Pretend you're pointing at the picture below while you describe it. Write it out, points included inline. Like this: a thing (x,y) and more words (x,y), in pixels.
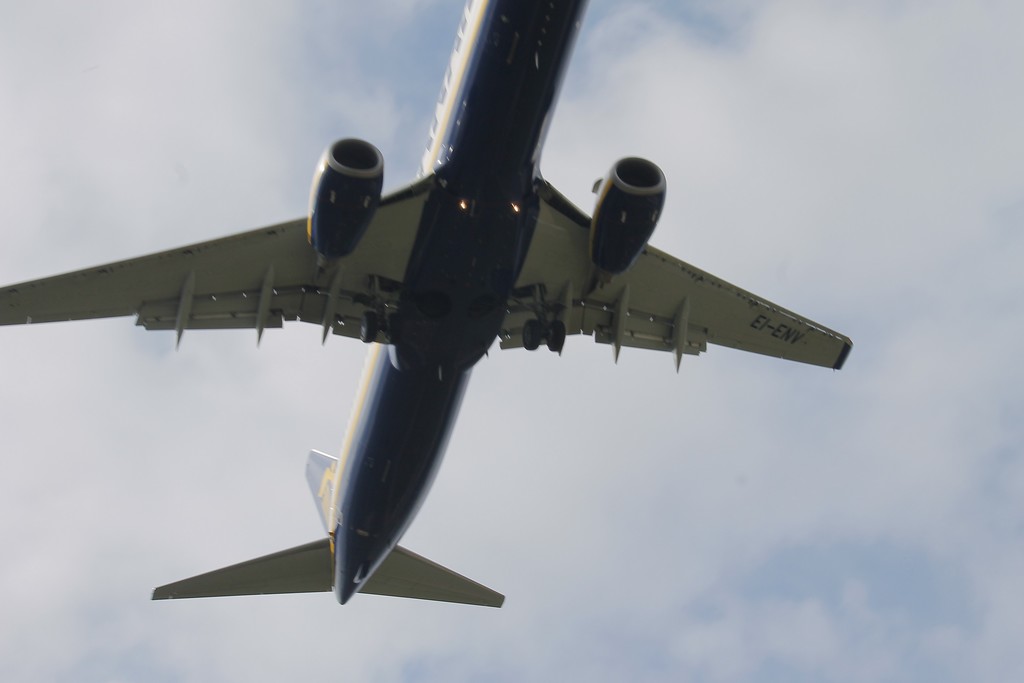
In the center of the image (455,328) we can see aeroplane (455,328). In the background (552,356) we can see clouds (830,265) and sky (816,544).
